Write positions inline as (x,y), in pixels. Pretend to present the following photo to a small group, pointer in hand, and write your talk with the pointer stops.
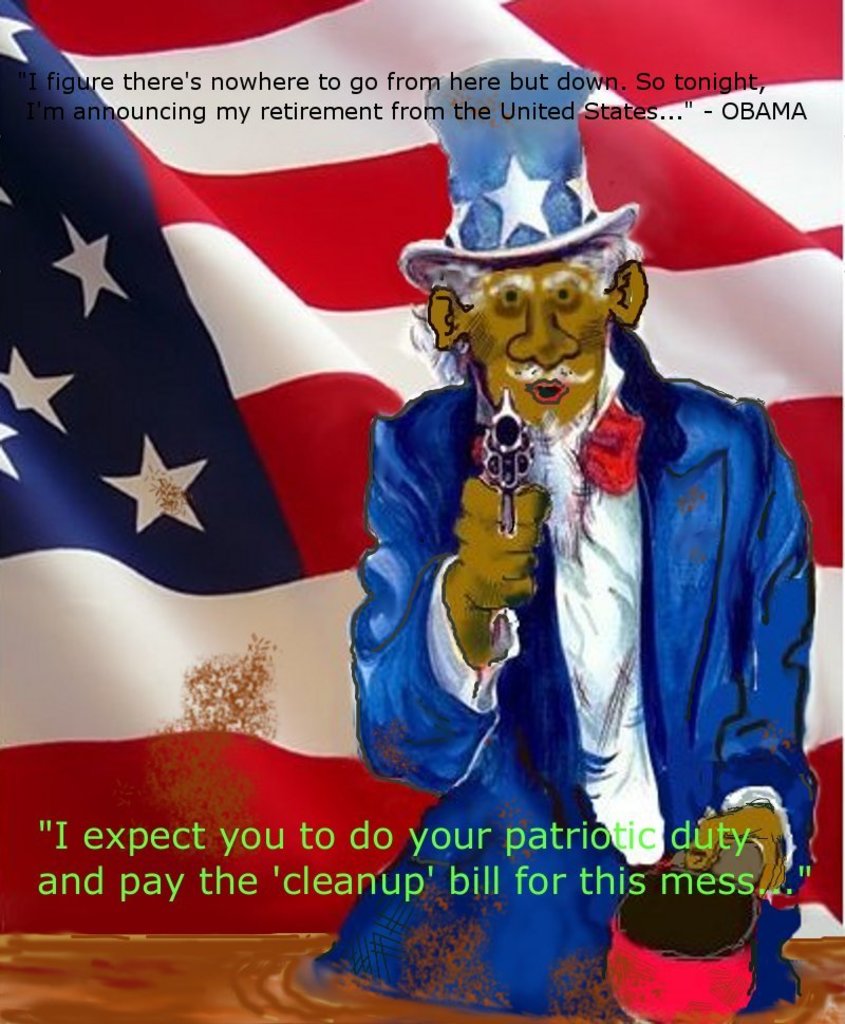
In this image there is a painting (525,732) of a man (629,490) wearing blue coat (688,565) and hat (528,258). He is holding a gun (504,450). In the background (241,376) there is flag (229,568). On the top (260,83) and bottom there are some texts (285,884).
